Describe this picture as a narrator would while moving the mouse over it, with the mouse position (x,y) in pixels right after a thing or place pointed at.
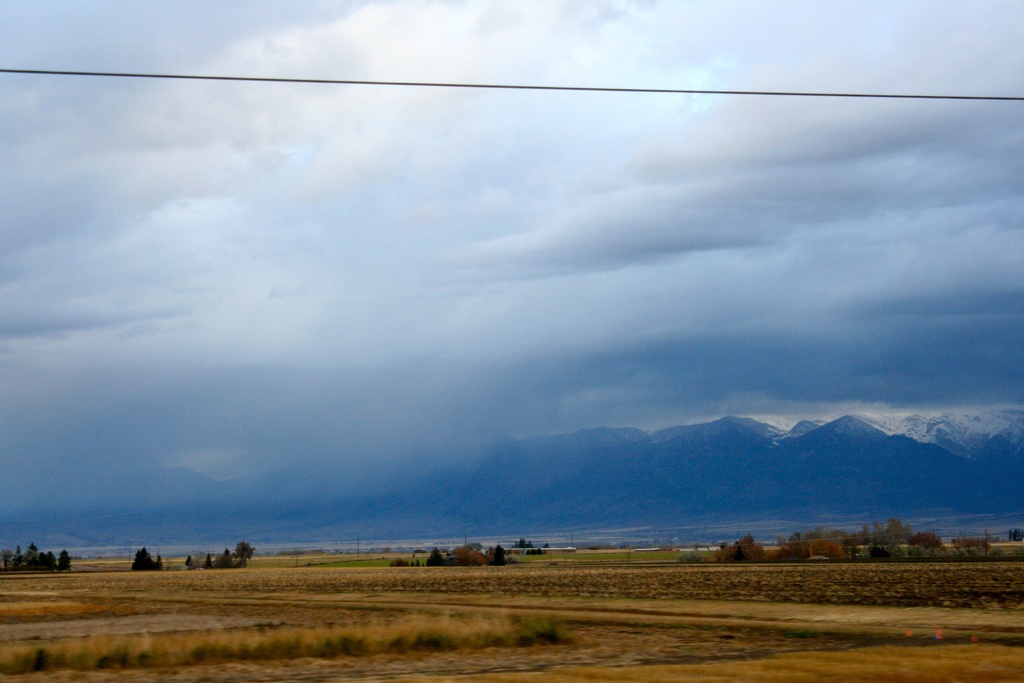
In this image we can see sky (477,152) with clouds (521,141), cable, mountains (780,439), ground (719,568), trees (715,555) and lawn straw (612,624).
